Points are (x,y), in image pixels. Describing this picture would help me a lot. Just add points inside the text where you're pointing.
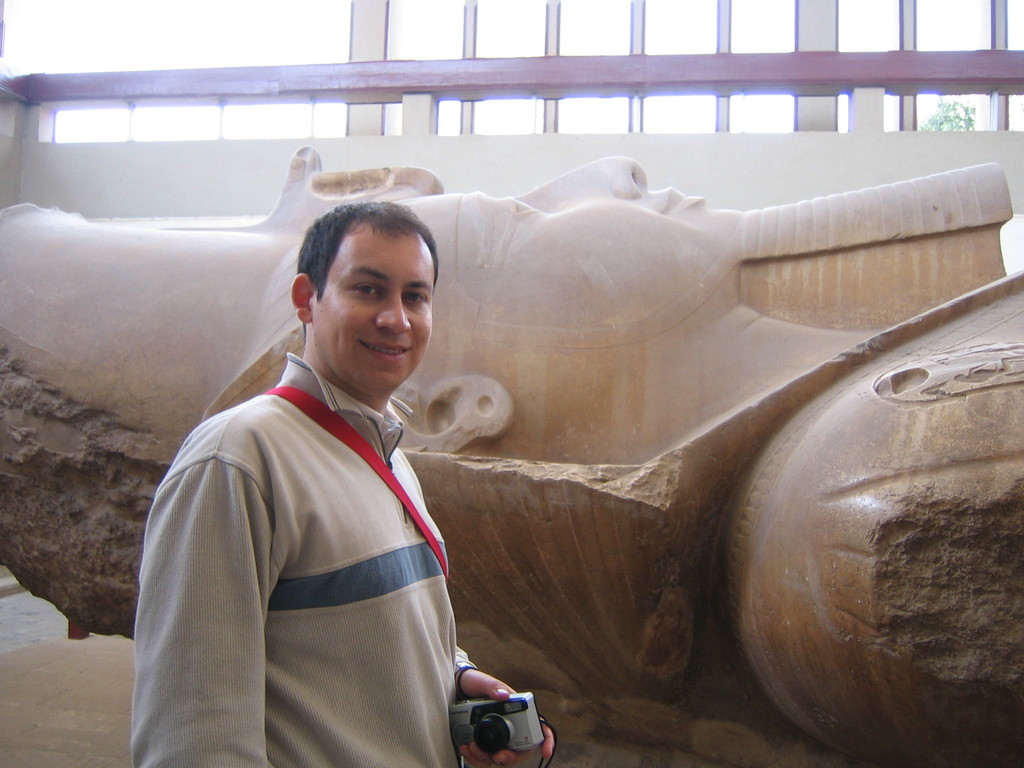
There is a man (373,358) standing and smiling and he is holding camera (531,712) with his left hand (472,754). There is a statue (607,247) behind the man (390,643).
